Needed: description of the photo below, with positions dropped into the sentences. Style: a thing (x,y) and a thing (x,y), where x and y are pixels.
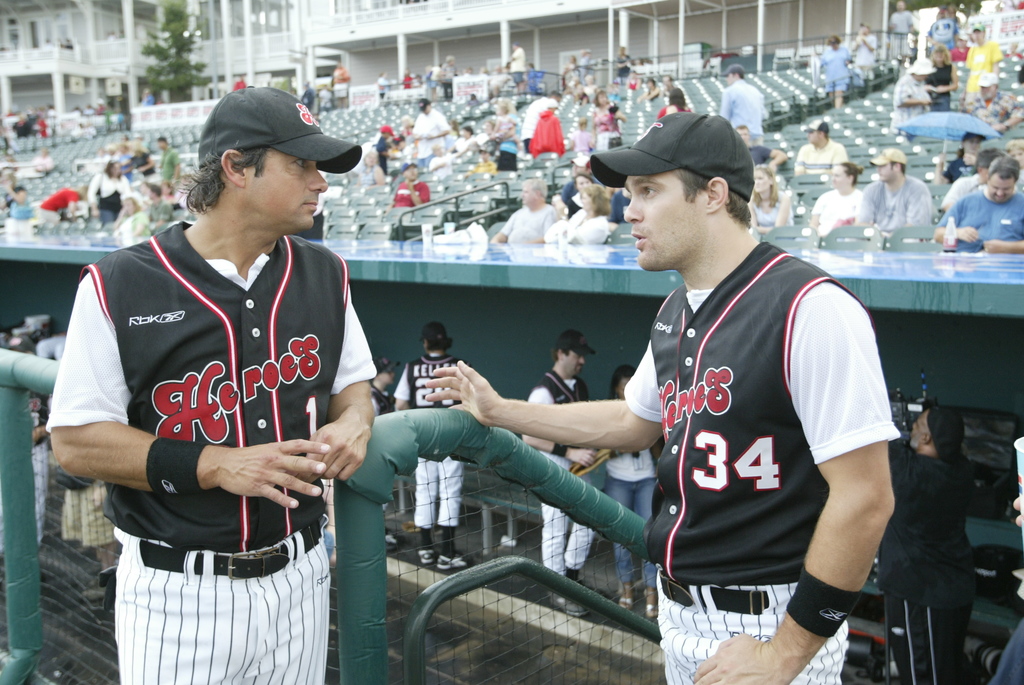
In this image I can see few people (312,434) with white and black color dresses (444,484). I can see these people (232,412) with the caps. To the side of these people (434,518) I can see the railing (478,580). In the background (783,219) I can see the group of people (575,200) with different color dresses (536,146). I can see one person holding the umbrella (934,124). I can also see the tree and the buildings (211,59).
